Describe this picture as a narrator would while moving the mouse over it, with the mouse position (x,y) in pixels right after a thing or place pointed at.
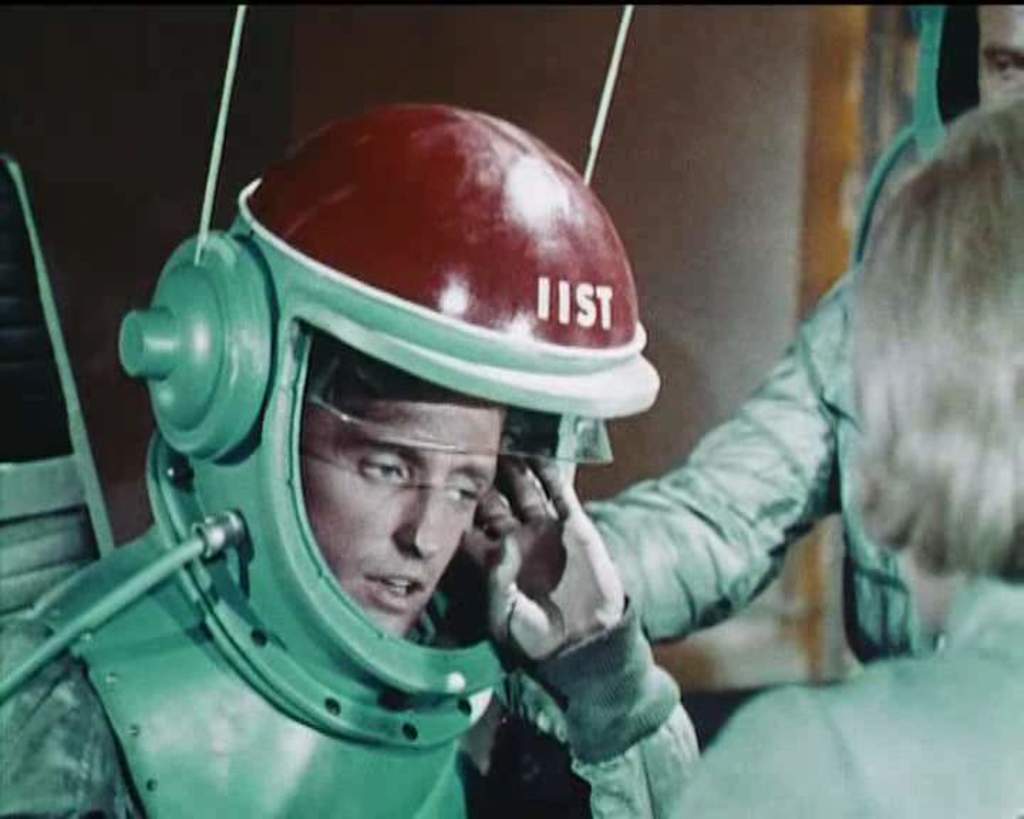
In this picture I can see few humans (810,445) and couple of them (281,522) wearing helmets (348,289) on their heads (407,511) and I can see a wall (608,119) in the background (658,157).
